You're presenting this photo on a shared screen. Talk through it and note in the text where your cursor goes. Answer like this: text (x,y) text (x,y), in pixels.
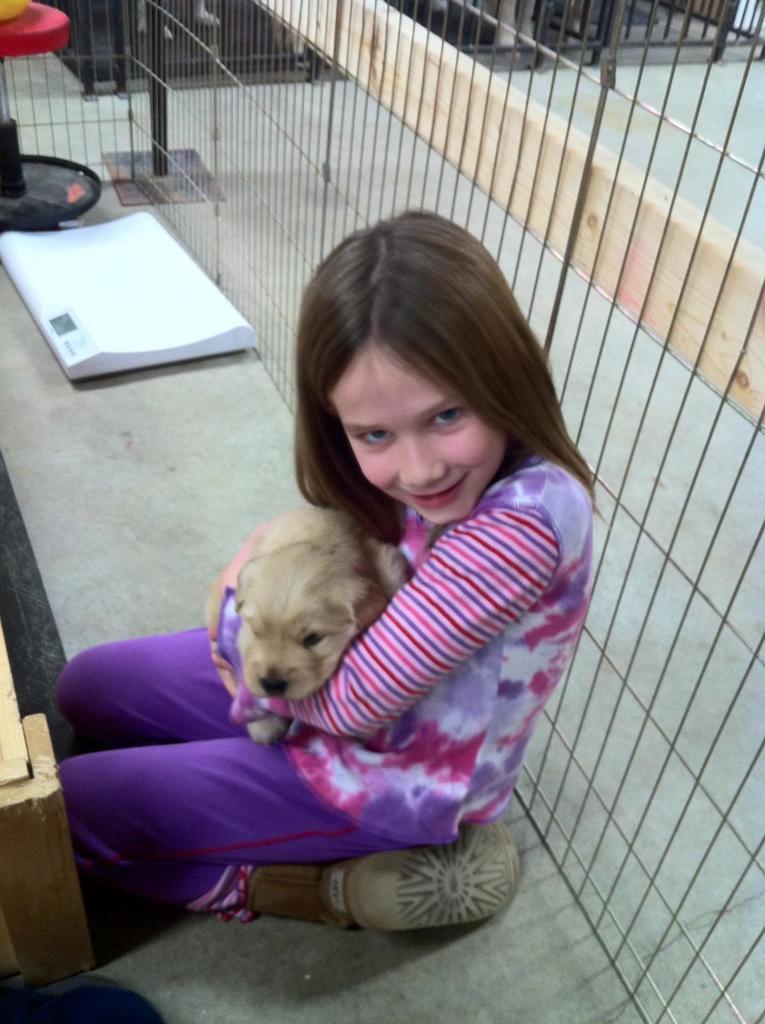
In this image we can see a girl (490,809) is sitting on the floor (416,978). She is wearing a purple-white color dress (330,774) and holding an animal (340,641) in her hand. Behind her, we can see a mesh (699,225). There is a white color object (135,251) and a stool like thing (75,193) on the floor (57,451).
